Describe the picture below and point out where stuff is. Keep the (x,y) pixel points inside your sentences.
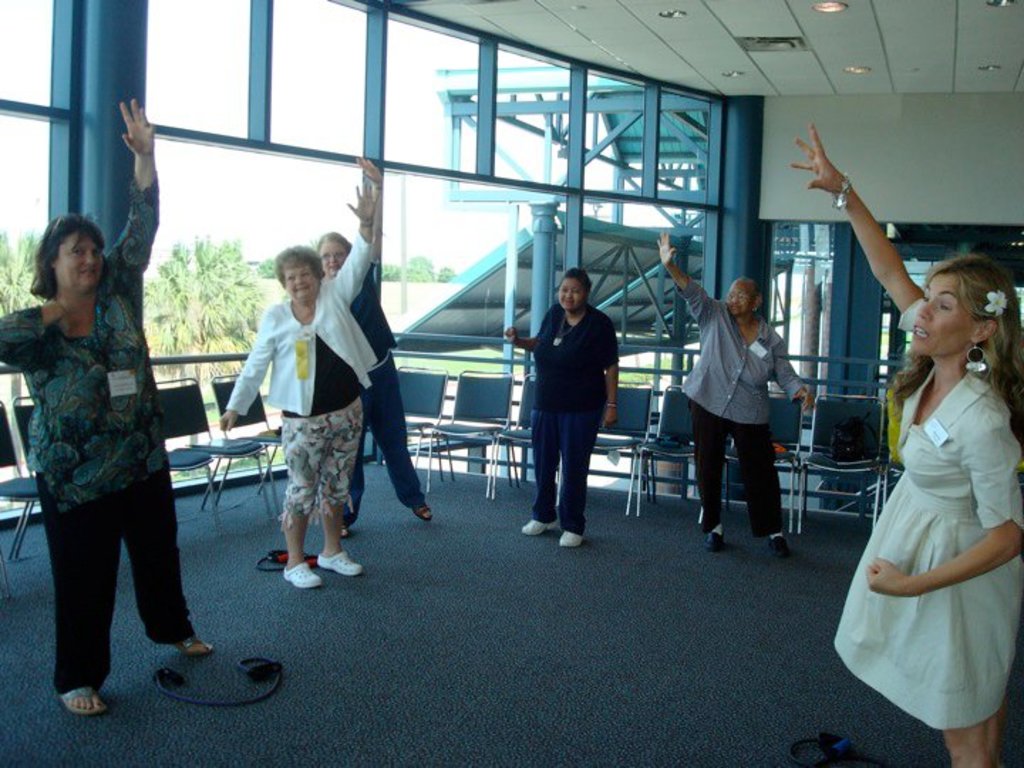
In the foreground of this picture (590,469), there are persons (962,468) standing on the floor (209,517) raising their hand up in the air. In the background (812,459), we can see chairs (648,419), glass wall (477,125), ceiling (876,66) and the lights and we can also see few trees (199,293) through the glass (163,296).
